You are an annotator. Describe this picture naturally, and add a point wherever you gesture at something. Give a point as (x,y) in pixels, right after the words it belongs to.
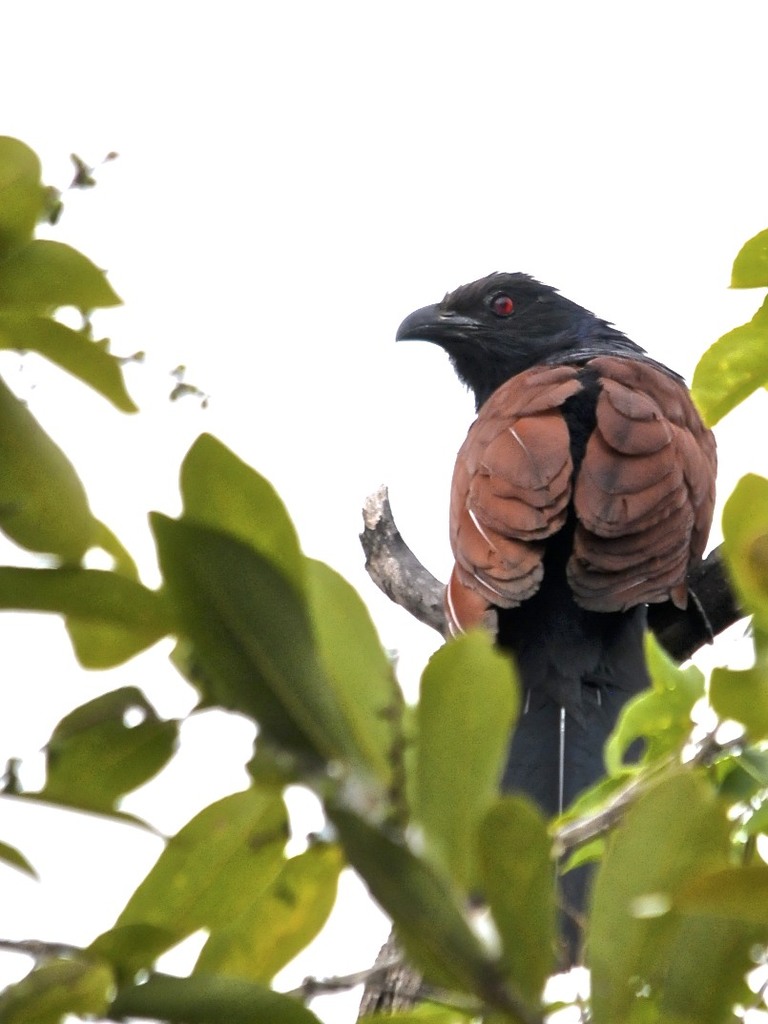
In this picture I can see a bird (650,551) on the tree branch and I can see leaves (340,742) and I can see sky (456,184).
